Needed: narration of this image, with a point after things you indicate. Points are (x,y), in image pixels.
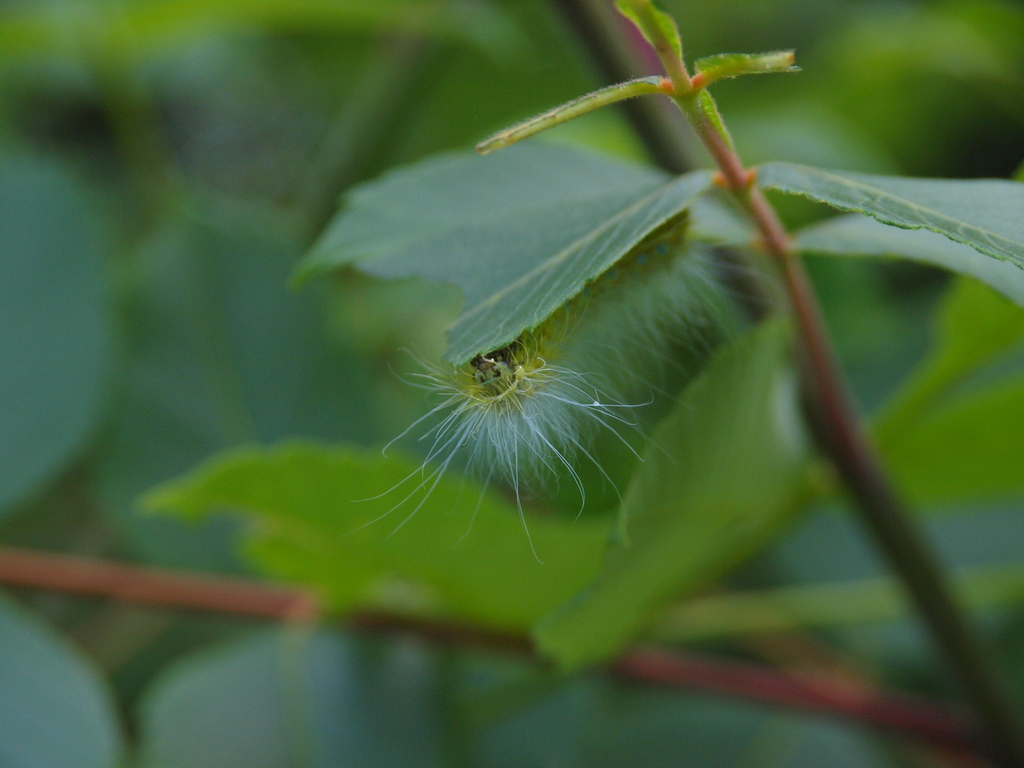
In this image I can see an insect (527,364) which is green, black and white in color is under a leaf (535,260) which is green in color. I can see a plant (693,123) which is green and red in color. I can see the blurry background (815,644) which is green in color.
